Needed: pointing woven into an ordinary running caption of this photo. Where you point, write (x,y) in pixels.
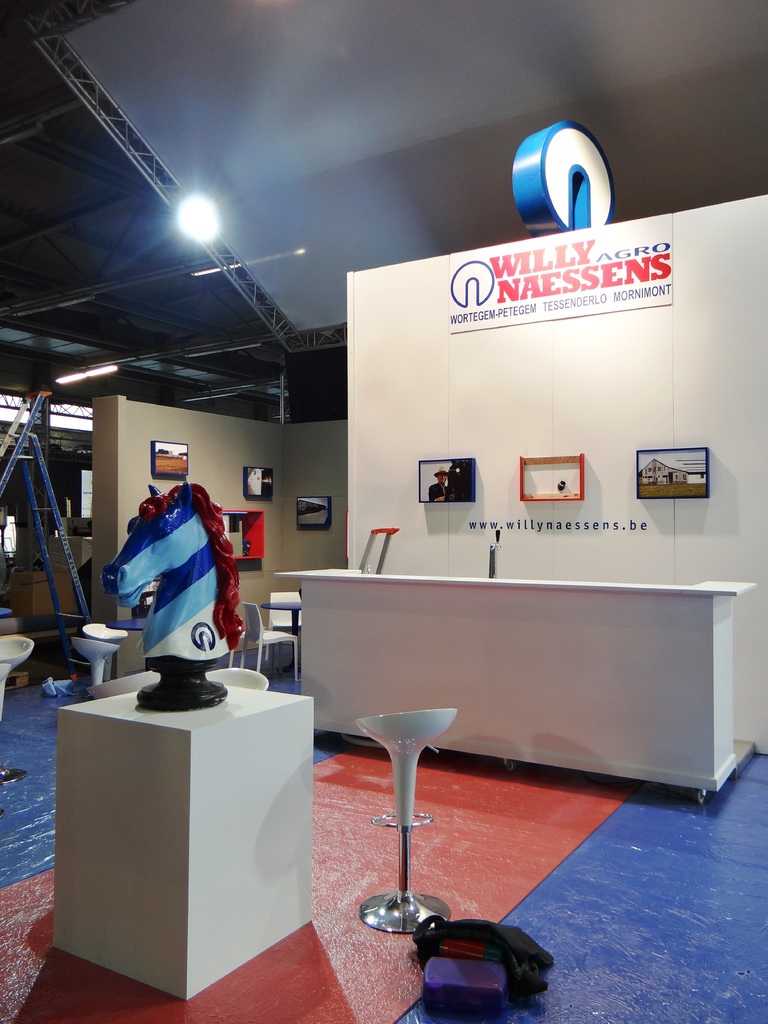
In this image I can see the statue (189,618) of an animal (147,649). To the side I can see some white color chairs (413,798) and some objects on the floor (471,771). In the background (565,732) I can see the white color table (432,635) and some frames (557,497) to the wall (199,430). To the left (72,560) I can see the ladder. I can also see the lights (207,223) and the roof (342,149) in the top (204,284).
